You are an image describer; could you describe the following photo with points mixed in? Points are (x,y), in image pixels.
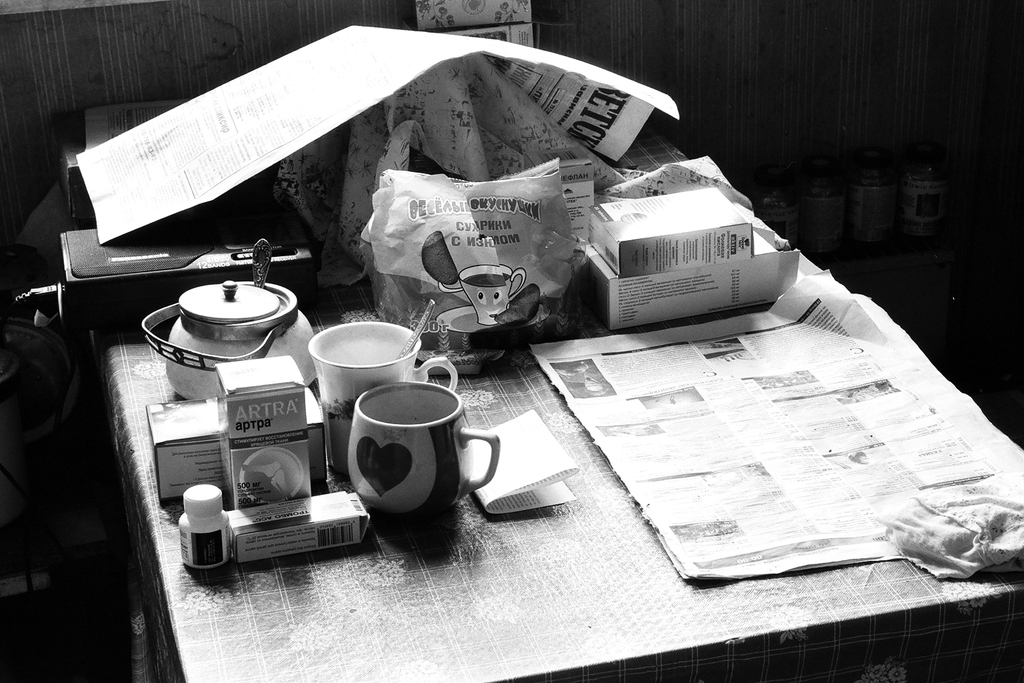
There is a table (603,547) which has few papers (696,475), cups (396,376) and some other objects (412,213) on it.
